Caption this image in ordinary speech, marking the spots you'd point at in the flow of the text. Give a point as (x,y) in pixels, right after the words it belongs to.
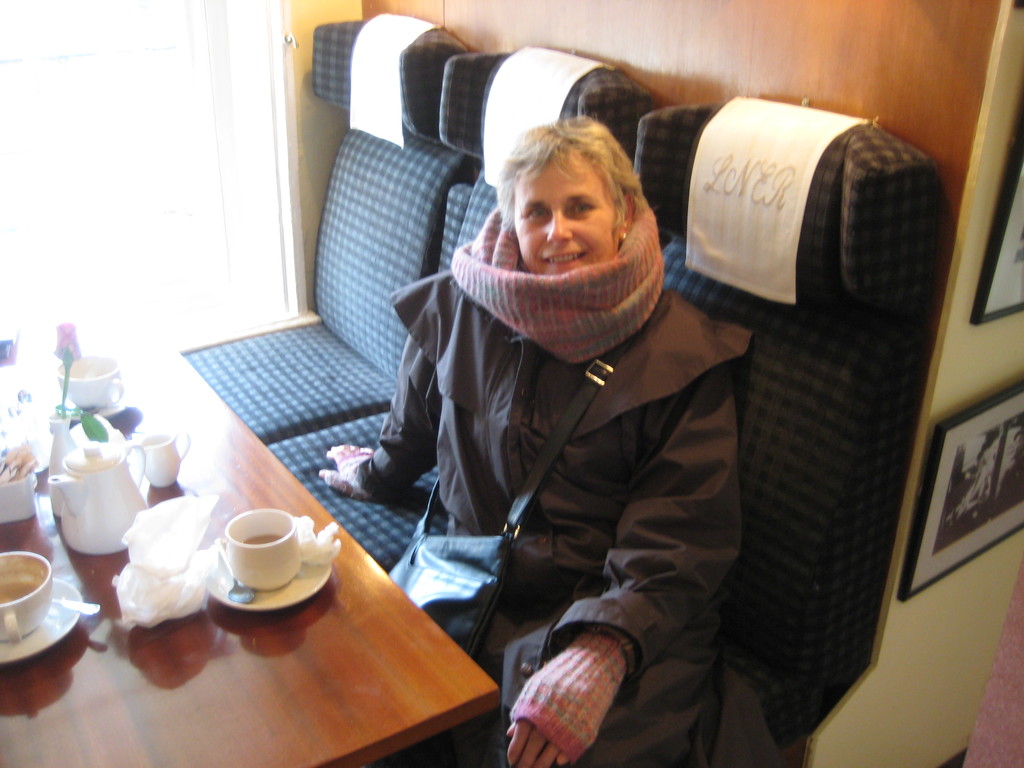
There are three seats (783,351) on which one of them the woman (468,341) is seated on it. She is wearing a black color bag (450,575) and even a black color dress (597,541). She is even wearing gloves (532,697) and shrug (564,331) is covered around her neck (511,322). in front of her, we can see a table (237,480) on which tea cup (263,550), saucer (260,595), tissue (196,570), jar (107,510), flower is placed on it. To the right of her, we can see a glass window (83,85) from which can see the outside world (169,160). To the left of her, we can see photo frames (966,438) which is placed on the wall (927,447).
